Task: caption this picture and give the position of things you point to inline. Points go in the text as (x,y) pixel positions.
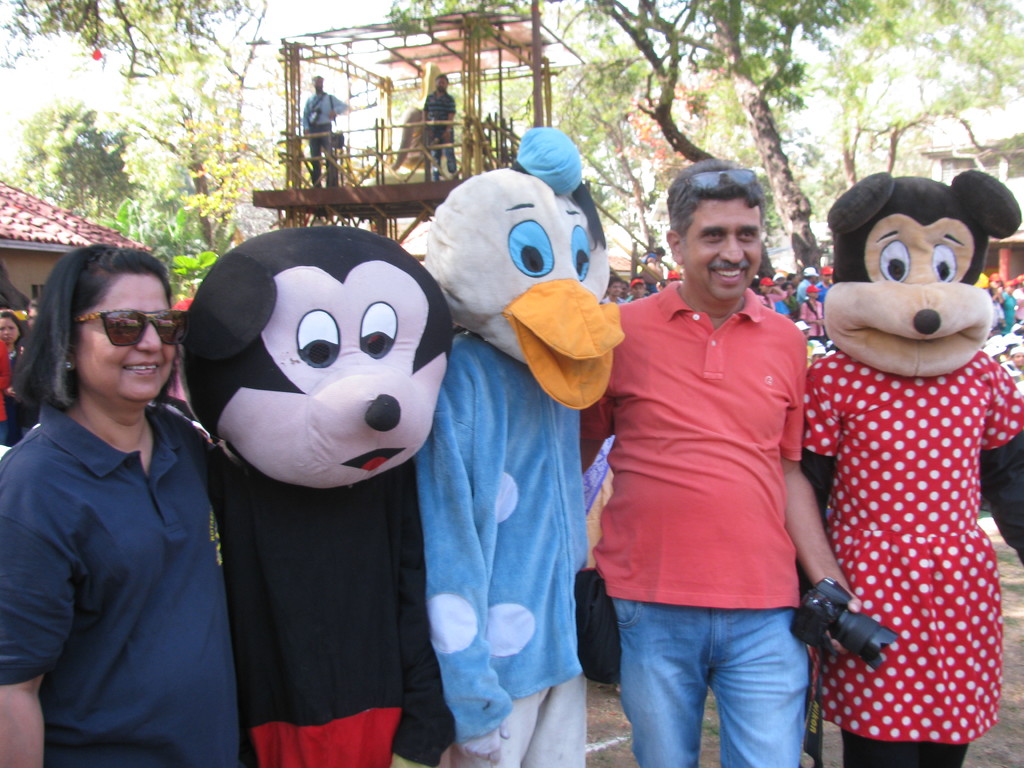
This picture few buildings (50,221) and we see people (637,293) standing and few of them wore masks (570,312) and we see trees (614,15) and couple of them standing on the wooden stage (520,75).
